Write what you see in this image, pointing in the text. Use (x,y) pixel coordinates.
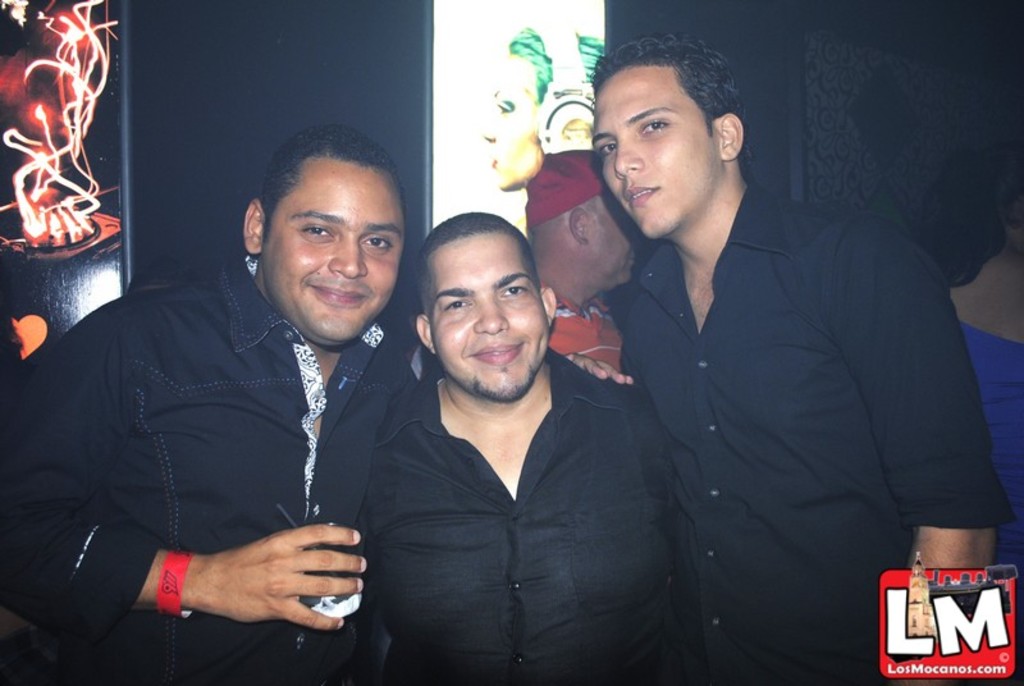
In this picture we can see about three friends (414,461) wearing black color shirt (487,635) smiling and giving a pose into the camera. Behind you can see a black wall (239,209) with photo frame (454,82).
